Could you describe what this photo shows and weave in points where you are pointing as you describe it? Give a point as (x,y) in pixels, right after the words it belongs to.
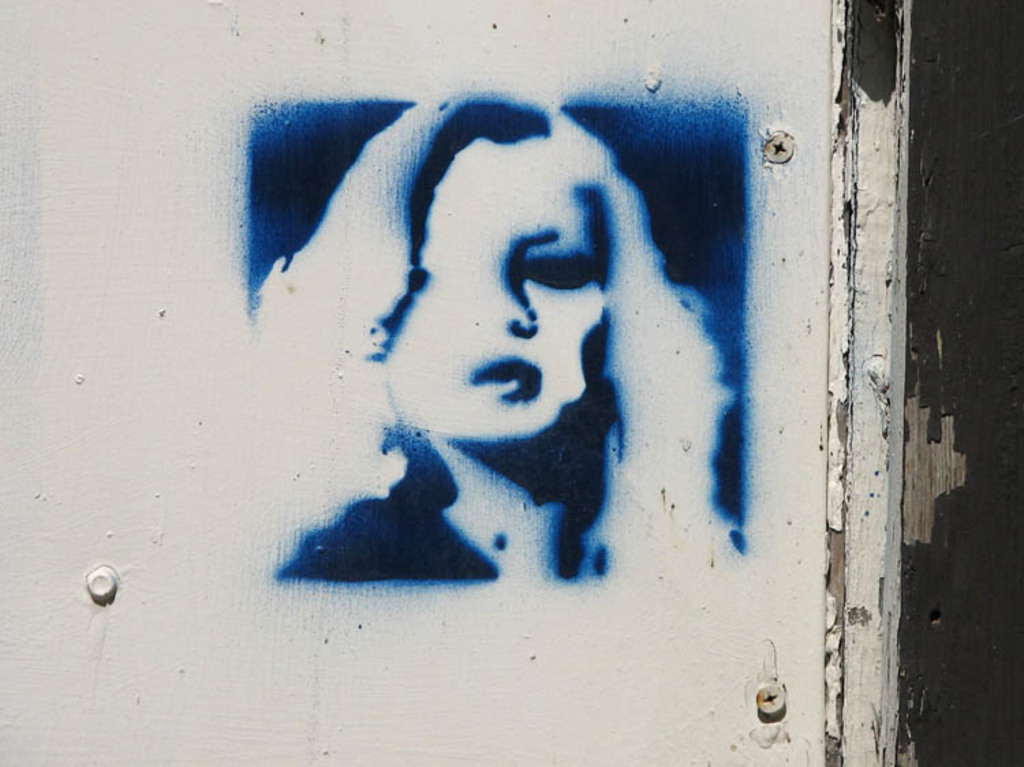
In this image we can see a wall (459,730) with a painting (458,503) of a lady (515,239). Also there are screws (785,143) on the wall (752,678).
